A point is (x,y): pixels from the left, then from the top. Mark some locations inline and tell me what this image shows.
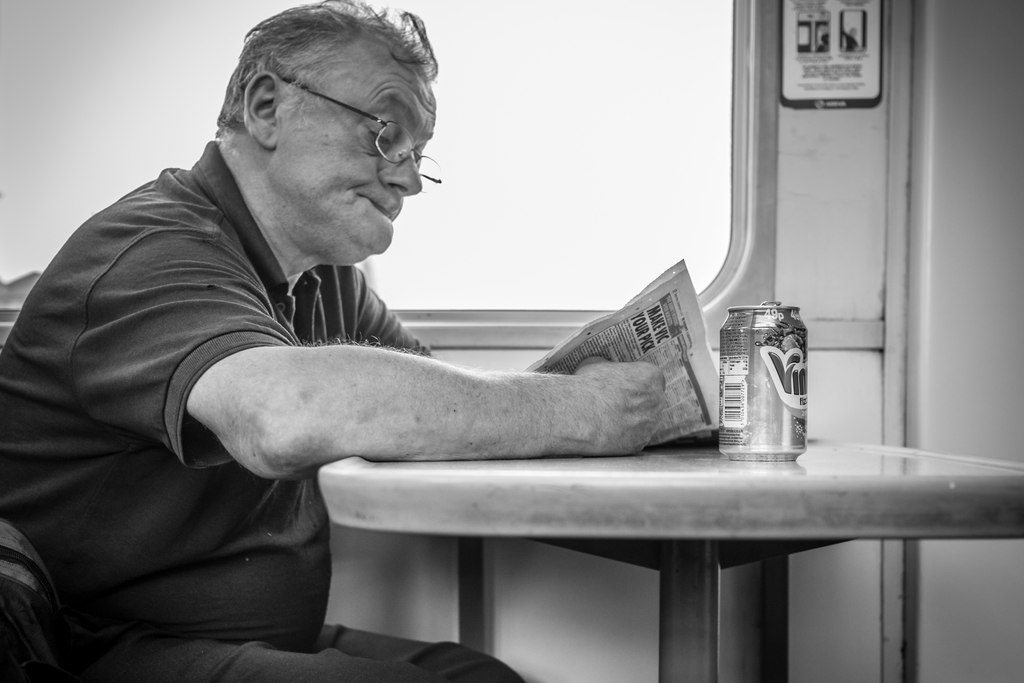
There is a person (264,189) in a t-shirt (225,258) holding newspaper (625,344), keeping hand (596,427) on a table (748,464) on which, there is a tin (748,368) and sitting on a chair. In the background (570,156), there is a glass window (681,161) near a poster (876,31) which is pasted on the wall (856,157).
